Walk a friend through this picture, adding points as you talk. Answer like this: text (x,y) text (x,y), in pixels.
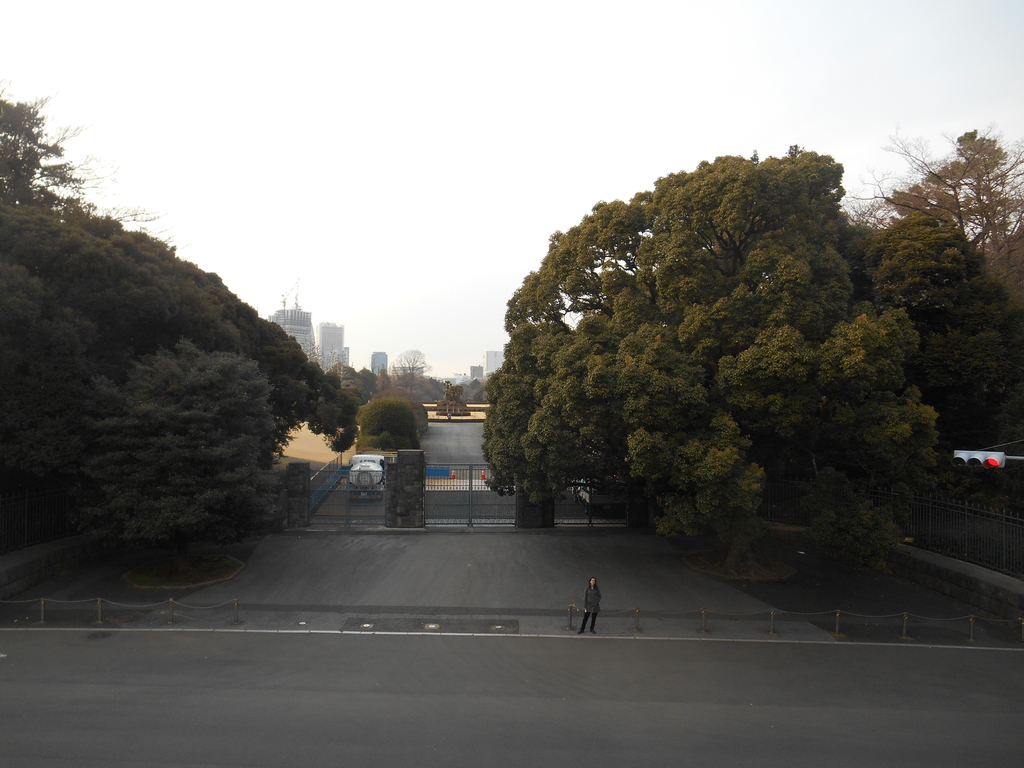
In this picture I can observe road (289,696) in the bottom of the picture (325,702). In the middle of the picture (428,496) there is a gate (442,494). On either sides of this picture I can observe trees (566,382). In the background (517,165) there are buildings (334,328) and sky (322,213).
